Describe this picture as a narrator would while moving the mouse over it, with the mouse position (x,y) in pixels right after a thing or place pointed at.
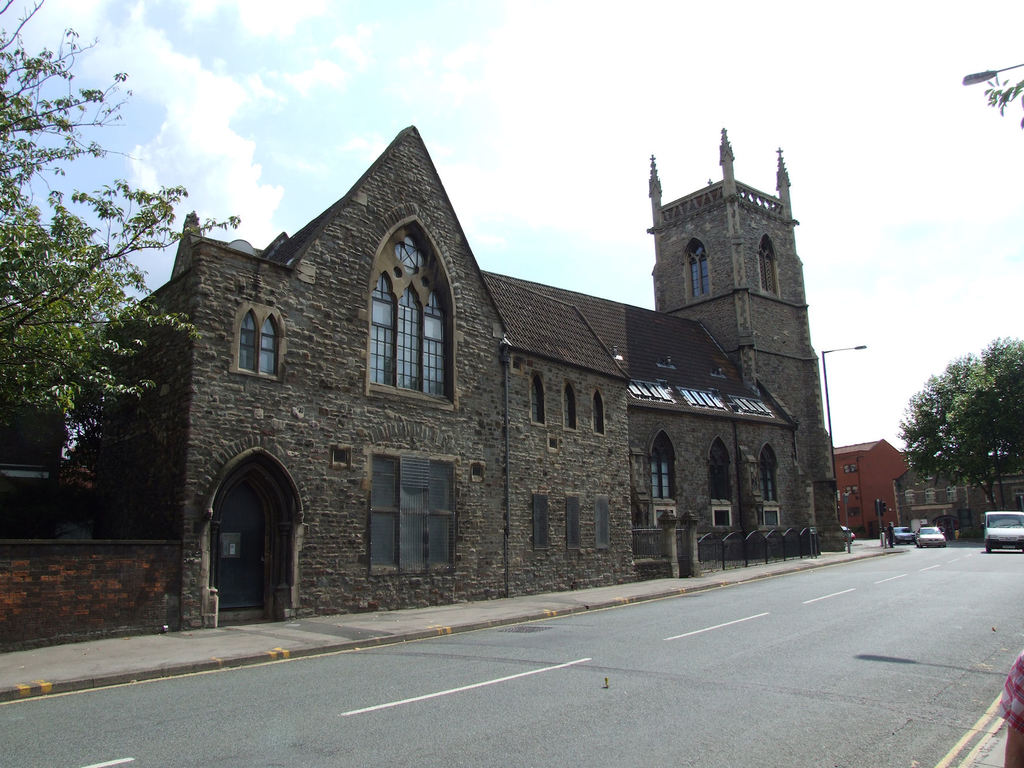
In this picture we can see cars (927,542) on the road (690,621), trees (978,465), buildings (206,500) with windows (933,495) and in the background (217,108) we can see the sky (466,83) with clouds (571,69).
